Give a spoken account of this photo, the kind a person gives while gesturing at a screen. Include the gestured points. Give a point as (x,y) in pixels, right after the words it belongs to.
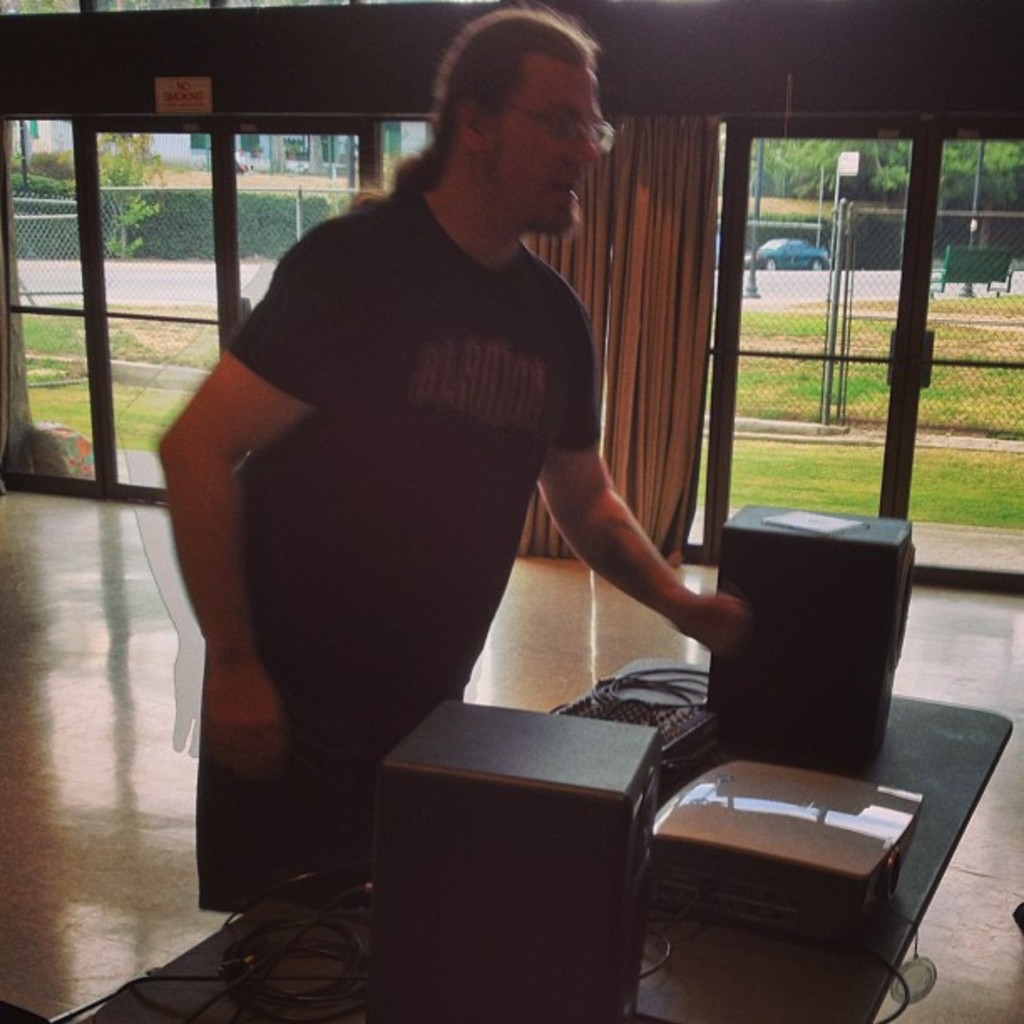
A man (352,472) is standing is wearing a black t-shirt (374,530). In front of him there is a table (718,989). On the table (753,949) there are two speakers (569,808) and one projector (790,817). We can see a door (864,361), curtain (657,312). Outside the door (903,312) there is a grass (917,464). And we can also see a car (800,260).
